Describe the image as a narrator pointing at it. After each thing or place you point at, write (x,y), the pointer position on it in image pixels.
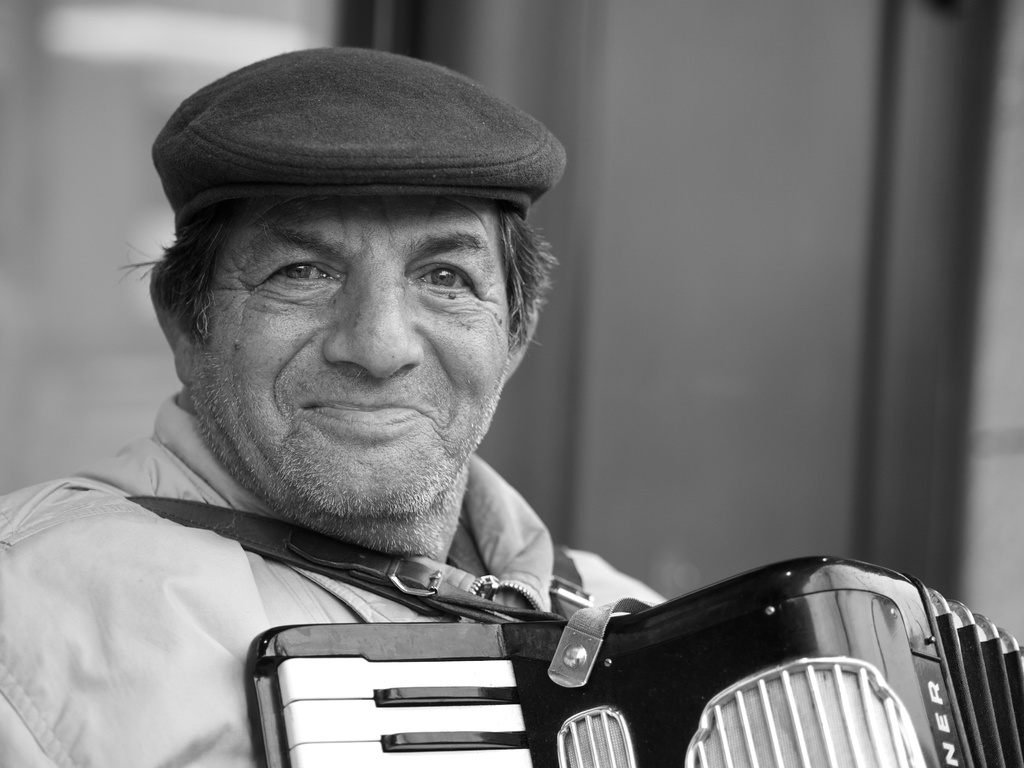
In this picture I can see a person (389,433) with a smile (362,430) and wearing the cap (394,190). I can see musical instrument (616,622).
